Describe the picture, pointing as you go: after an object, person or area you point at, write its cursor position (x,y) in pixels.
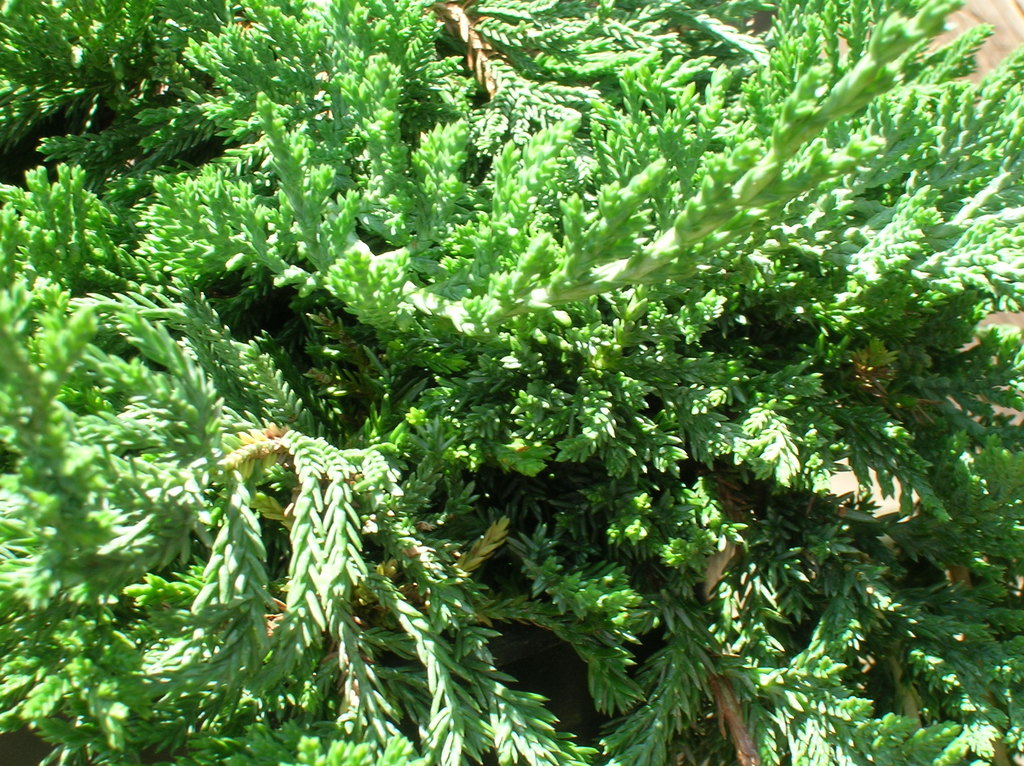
In this image I can see leaves (566,542).
